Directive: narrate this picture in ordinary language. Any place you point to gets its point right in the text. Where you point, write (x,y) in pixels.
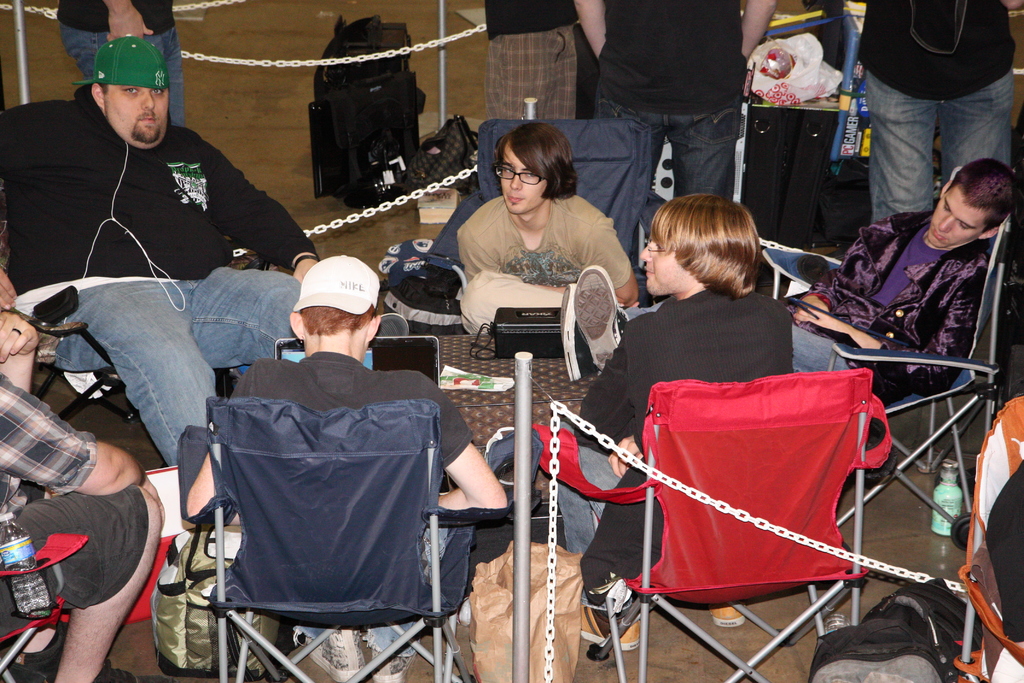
In the picture we can see group of people (605,402) sitting on chairs (431,404) around table (466,348) on which there are some objects (461,371) and in the background (419,94) there are some bags (351,126).
